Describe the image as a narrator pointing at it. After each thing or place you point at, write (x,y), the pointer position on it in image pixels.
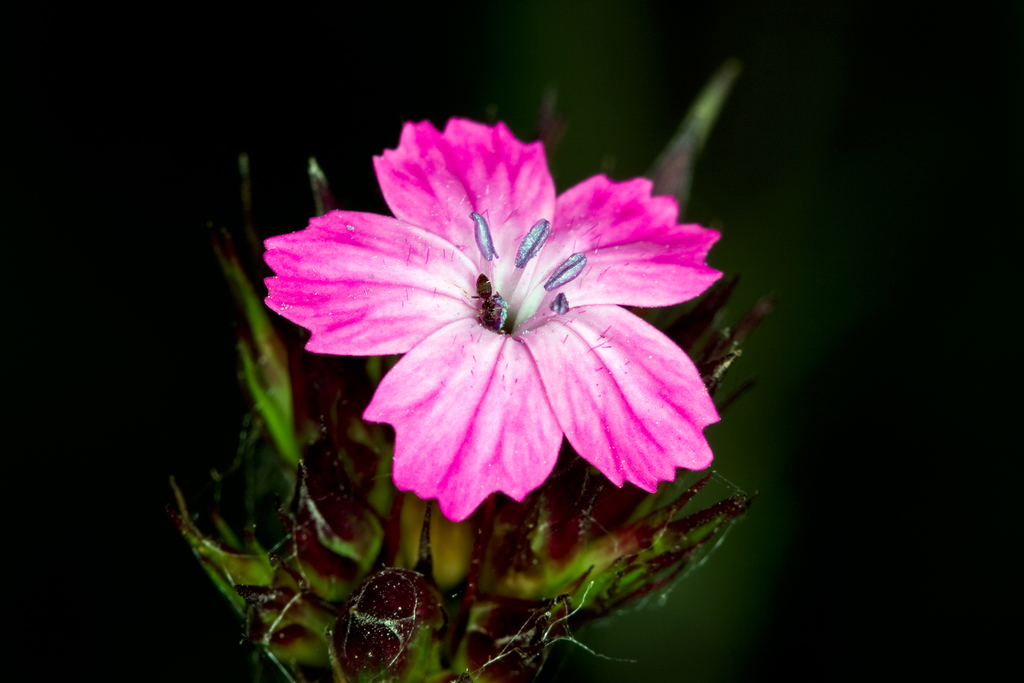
In the center of this picture (499,310) we can see an ant (491,290) and some anthers (526,256) on a pink color flower (608,347) and we can see some other objects (339,425).
